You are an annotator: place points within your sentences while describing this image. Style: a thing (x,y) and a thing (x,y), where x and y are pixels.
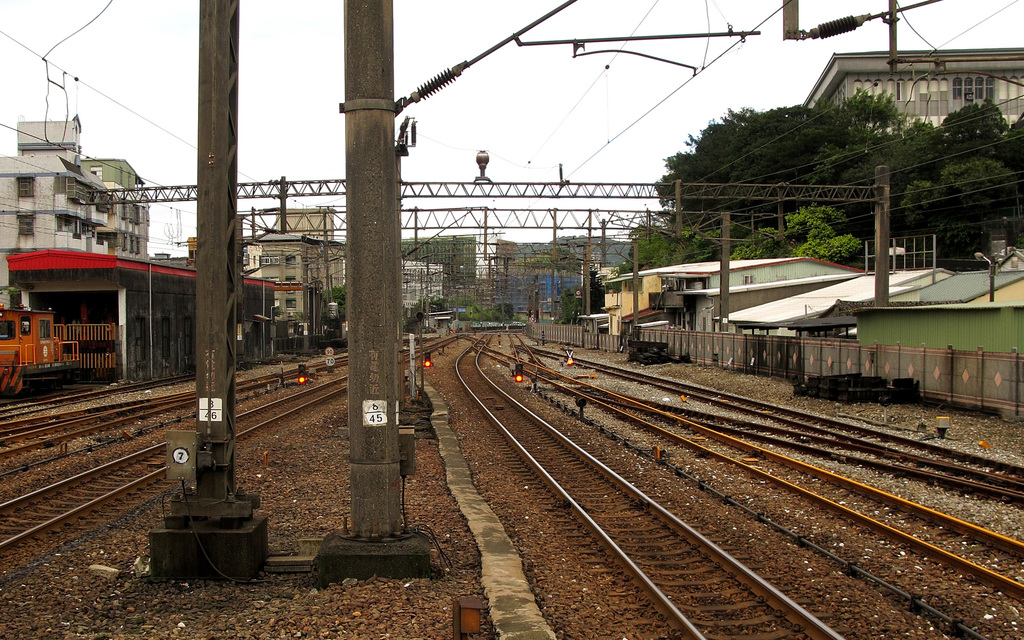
In this image we can see railway tracks (542,433), pillars (392,68), iron grills (434,212), electric cables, sheds (886,327), fences (571,340), railway engine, buildings (512,244), trees (711,163) and sky (536,119).
